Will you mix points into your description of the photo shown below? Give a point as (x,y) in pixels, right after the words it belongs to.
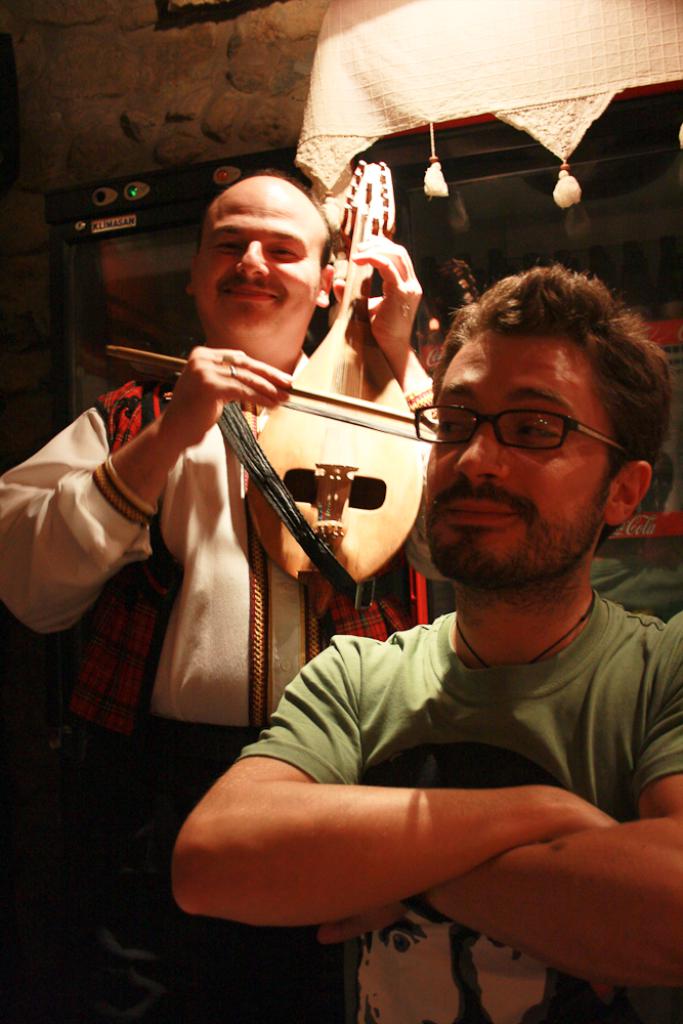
In this picture we can see two persons (360,612). He has spectacles (457,424) and he has crossed arms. On the background (31,11) there is a wall (100,91).
